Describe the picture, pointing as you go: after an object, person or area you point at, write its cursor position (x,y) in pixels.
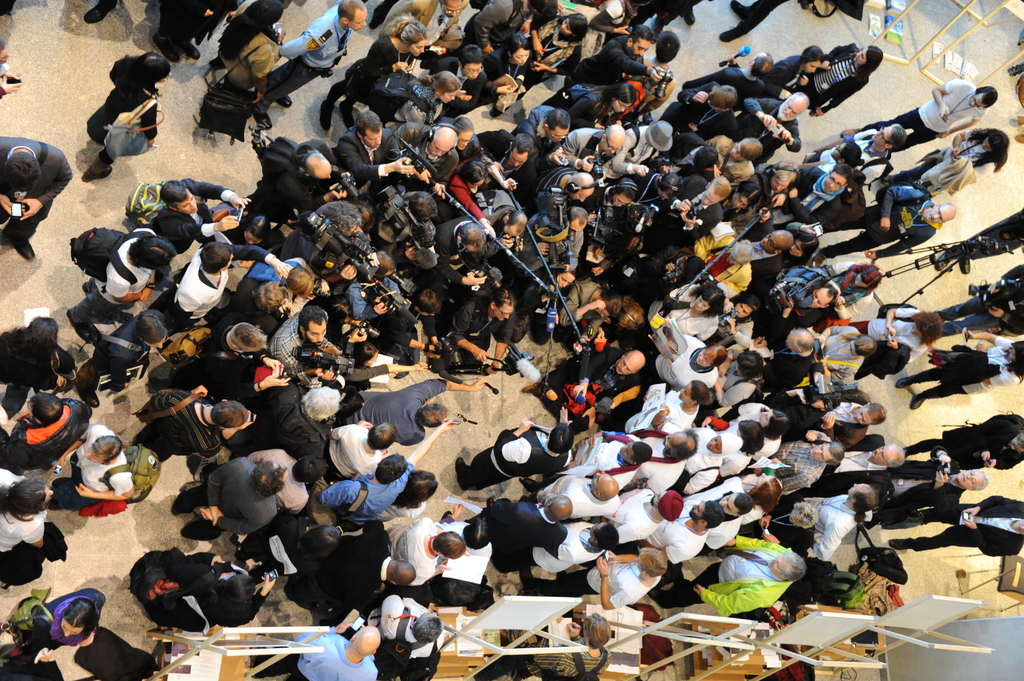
In this image I can see the group of people (313,340) with different color dresses (685,520). I can see two people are holding the sticks (543,285). To the side of these I can see the tables (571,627) and boards (519,626) on it.
